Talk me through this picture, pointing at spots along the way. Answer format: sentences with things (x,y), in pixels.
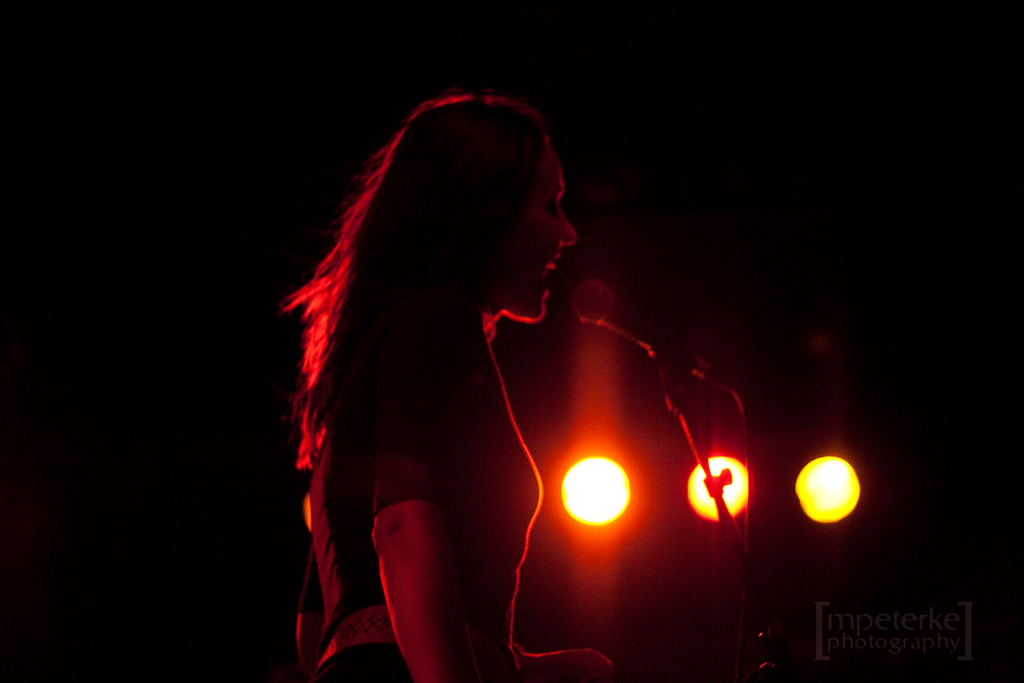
In this image we can see a lady (330,601), microphone (605,303) and a stand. In the background of the image (695,427) there are lights (850,478) and a dark view. On the image there is a watermark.
